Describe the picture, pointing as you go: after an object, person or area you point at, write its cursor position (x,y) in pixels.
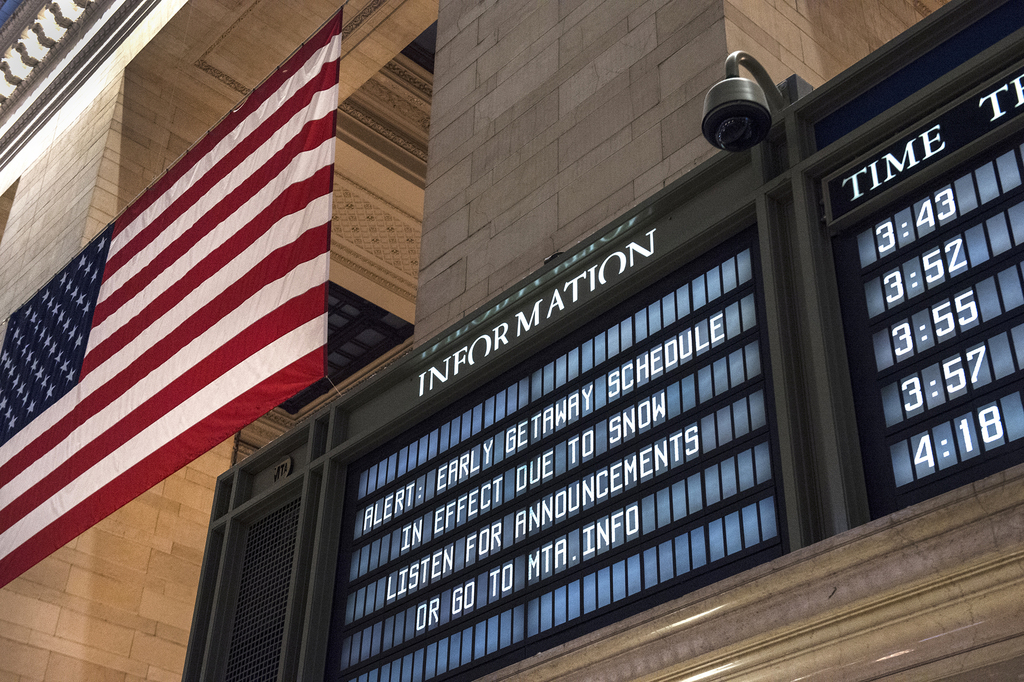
In the center of the image (466,235) there is a building (476,145), wall (553,2), fence (33,23), flag (262,238), banner (557,356) and a few other objects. On the banner (591,396), we can see some text (578,405). And we can see some artwork (401,240) on the wall (451,270).
